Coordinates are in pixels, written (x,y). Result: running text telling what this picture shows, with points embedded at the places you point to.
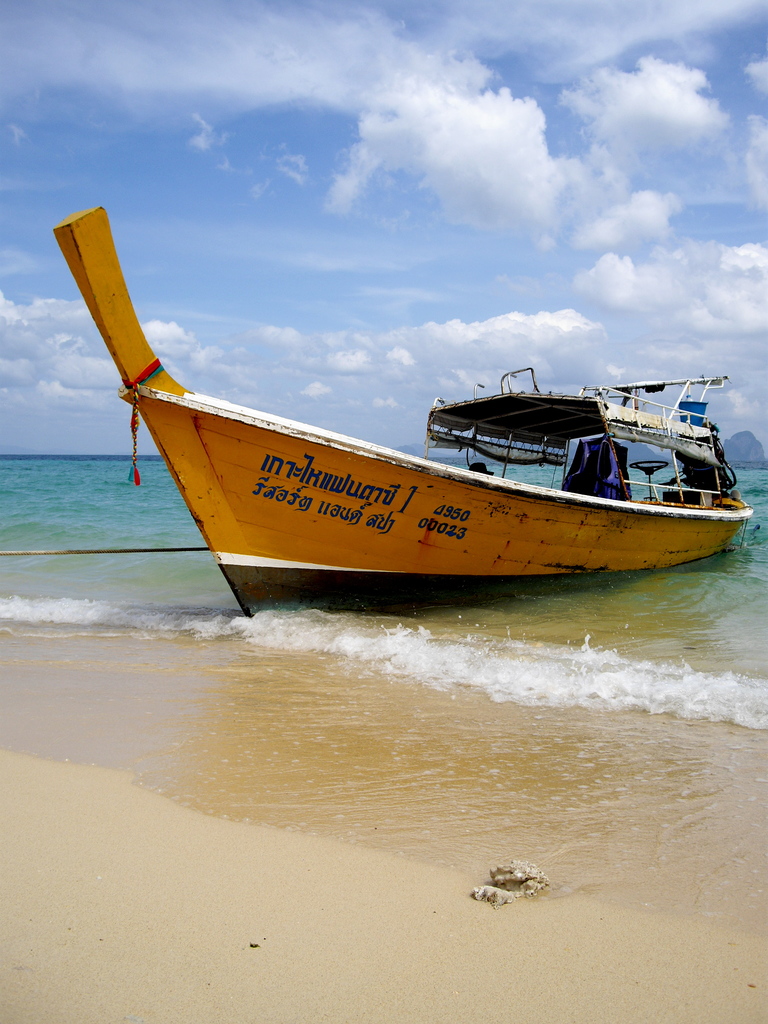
In this image I see the sand (6,834) and I see boat (363,509) over here which is of white, orange and brown in color and I see something is written over here and I see the water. In the background (42,372) I see the cloudy sky (366,185).
